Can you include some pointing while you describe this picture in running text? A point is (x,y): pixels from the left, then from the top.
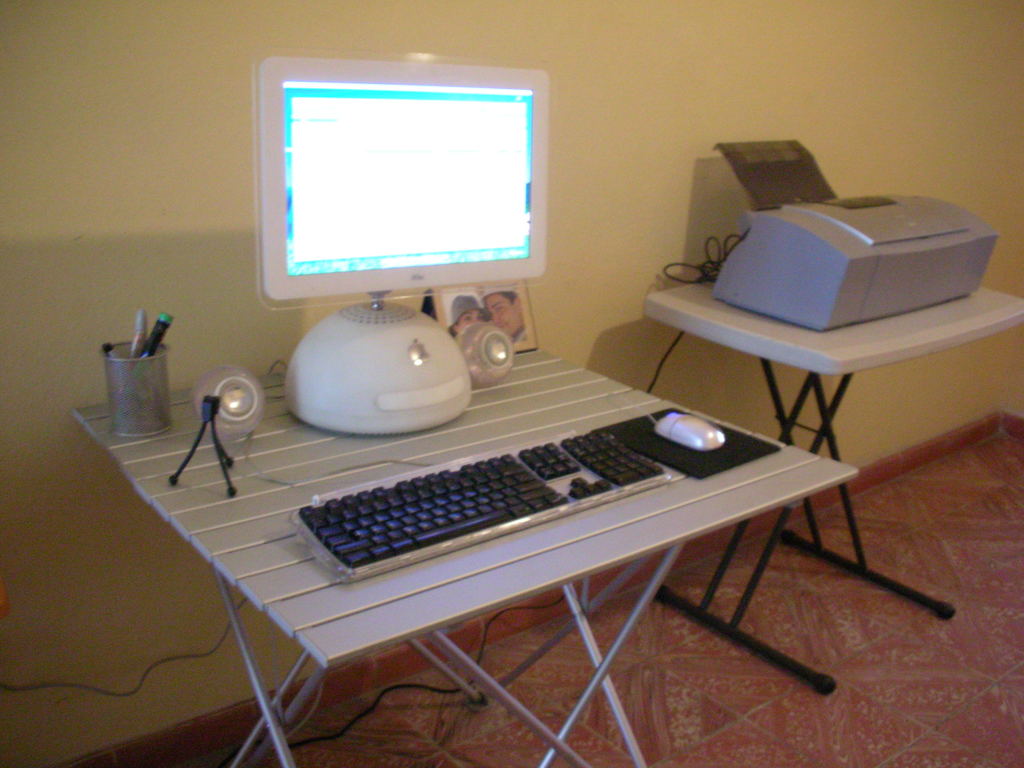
In the center of the image (398,265) we can see monitor (455,181), keyboard (602,460), mouse (705,425), mouse pad (638,425), photo frame (445,290), pens (151,354) placed on the table (391,587). On the right side of the image (778,253) we can see printer (799,266) placed on the table (795,344). In the background (787,64) there is wall (154,38).
